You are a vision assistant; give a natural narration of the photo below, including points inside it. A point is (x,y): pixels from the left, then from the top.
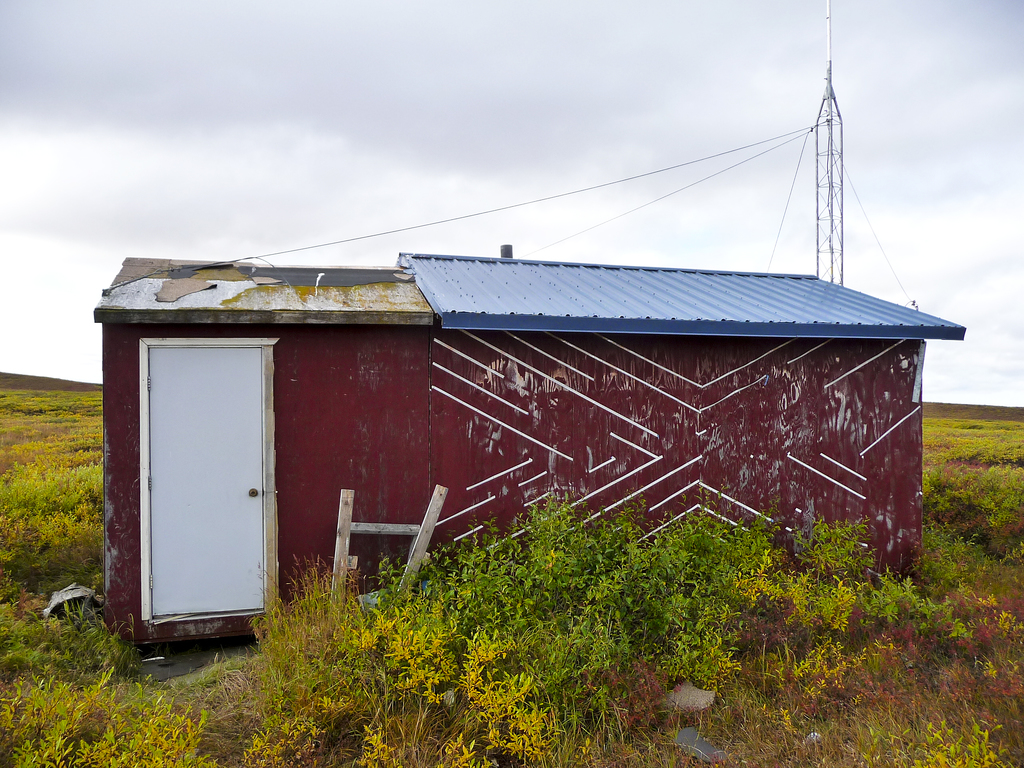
In this image we can see a house (466,482), plants (733,542), tower (835,249), wires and the sky (239,16) in the background (239,16).
